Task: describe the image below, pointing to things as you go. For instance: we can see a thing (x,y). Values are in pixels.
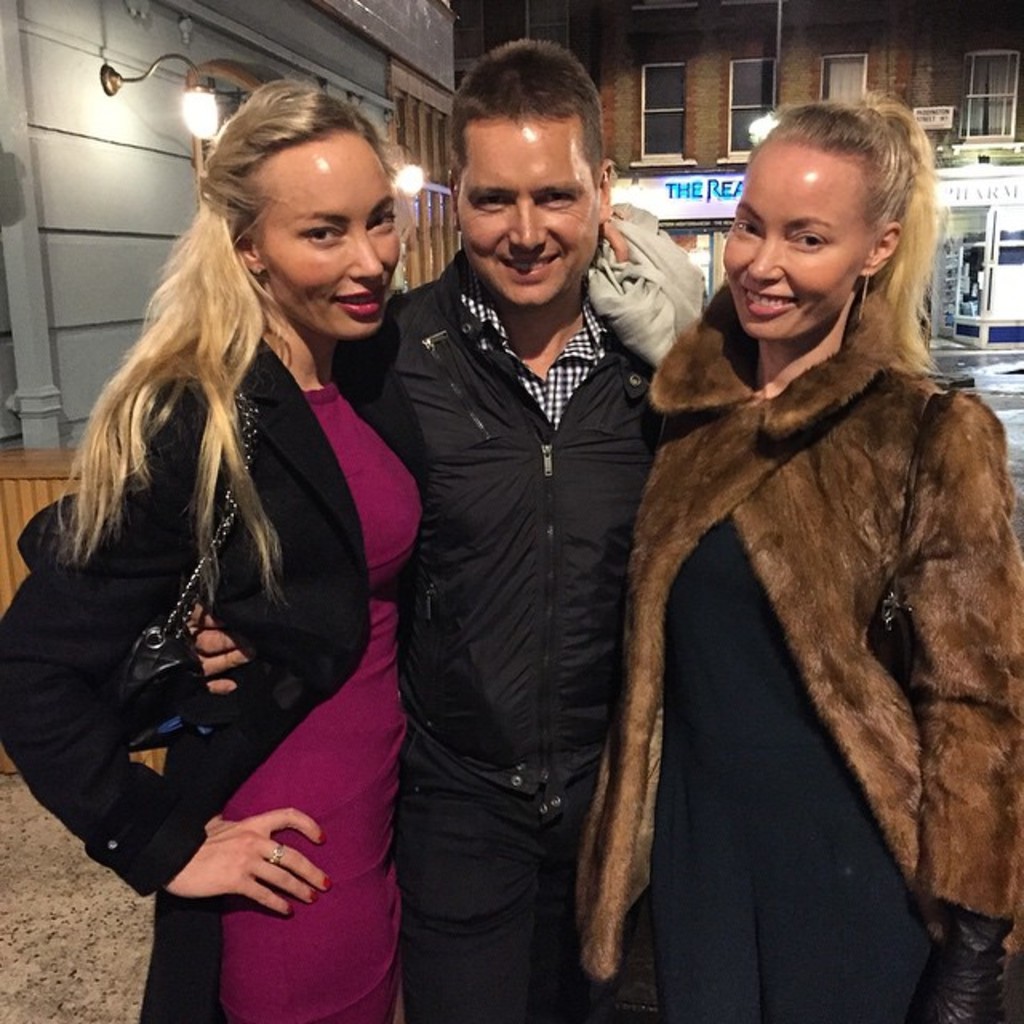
In this picture we can see a man (543,361) and two women (715,407), they are smiling, behind them we can find few buildings (700,154), lights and hoardings (729,195).
